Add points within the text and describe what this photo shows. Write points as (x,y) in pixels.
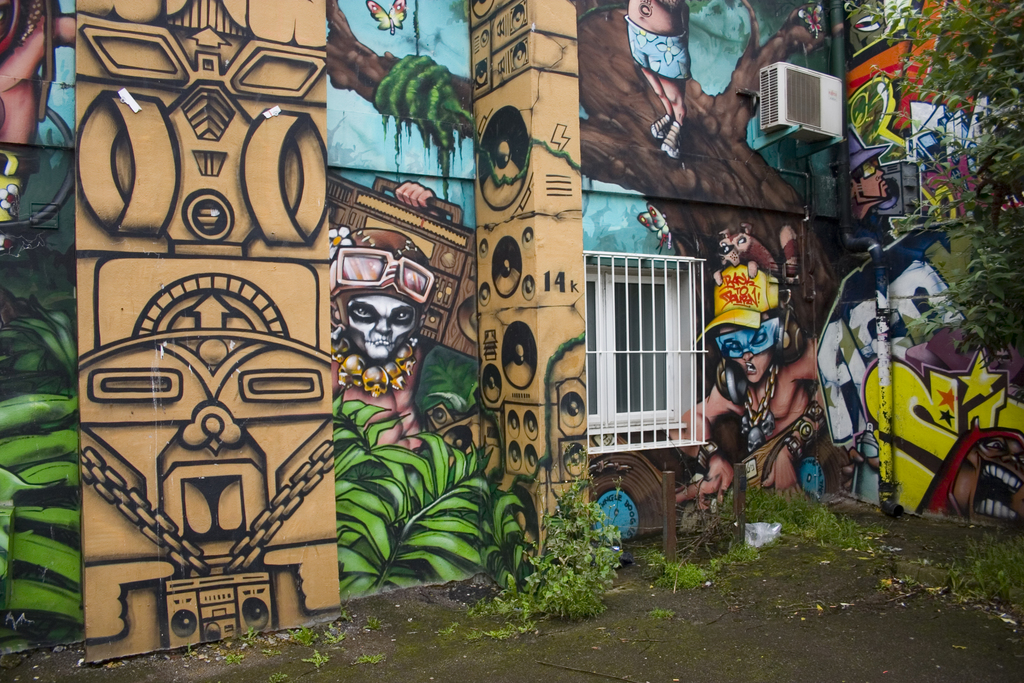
In this picture we can see painting (857,330) on the walls (691,211), window (616,287), plants (526,609) on the ground (749,618), pipe (833,56), AC (822,98), tree (972,203) and some objects (760,534).
